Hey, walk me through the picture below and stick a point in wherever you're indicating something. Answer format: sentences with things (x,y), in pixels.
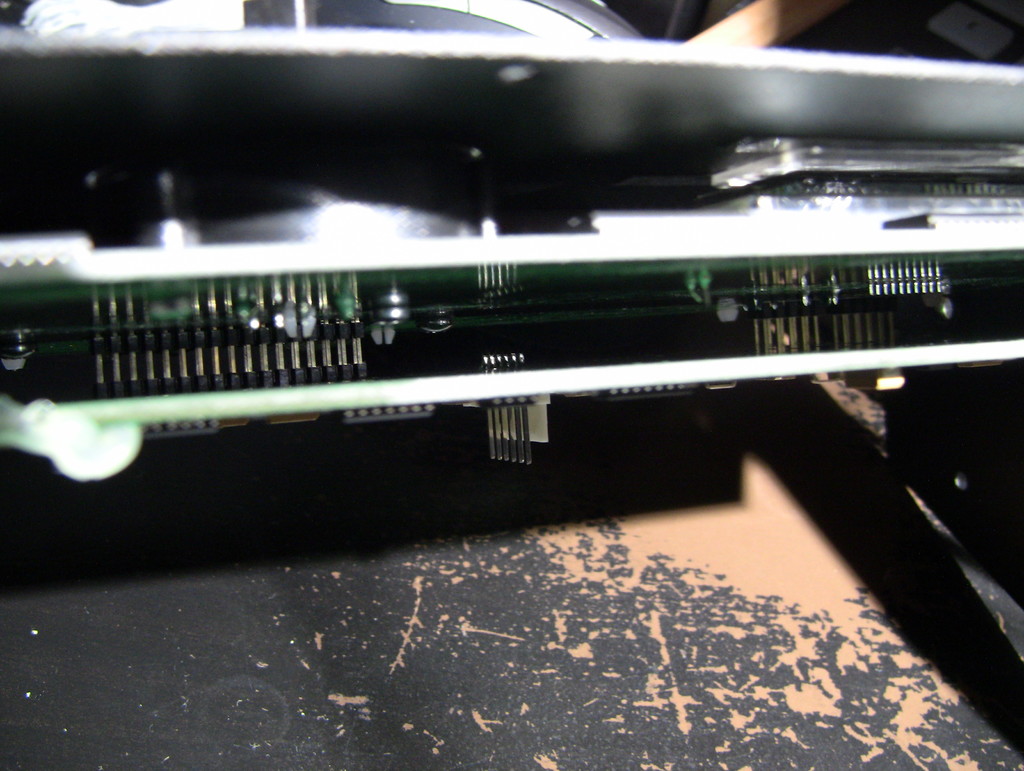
In this image at the bottom (353,638) there is a table (595,604), and on the table (886,731) there is one metal object (341,312).
